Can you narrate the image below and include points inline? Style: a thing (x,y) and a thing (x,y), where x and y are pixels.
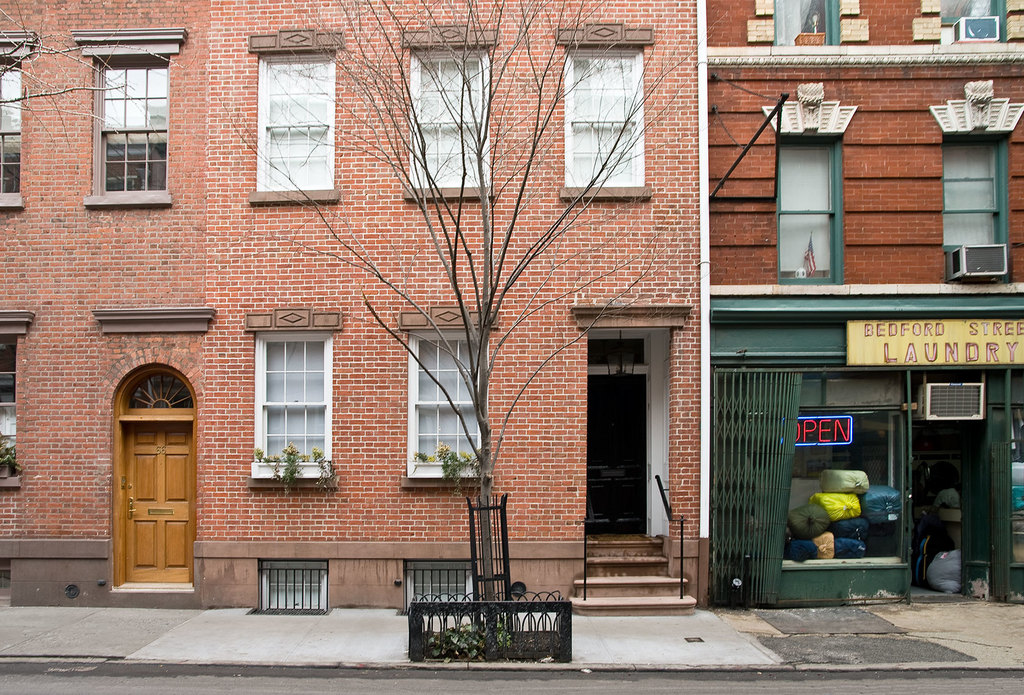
Here there are buildings (654,131) with the windows (639,179), this is tree (527,263), this is glass (798,517).
